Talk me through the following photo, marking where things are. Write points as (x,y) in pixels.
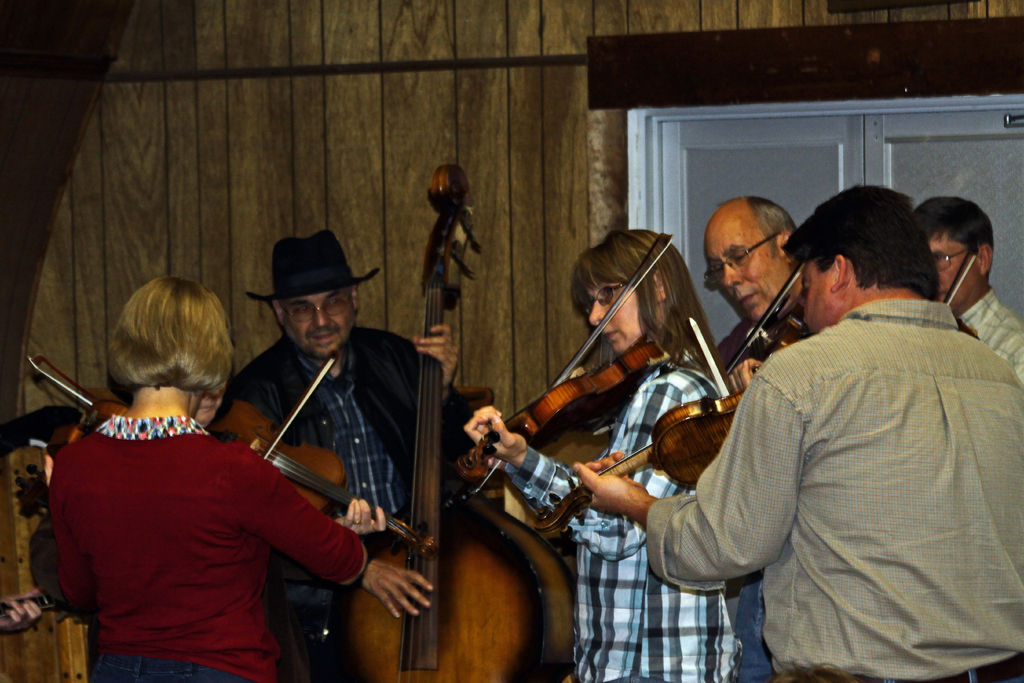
In this image I see 2 women (599,285) and 4 men (323,311) and I can also see that all of them are holding the musical instruments (799,336). In the background (533,290) I see the wall (65,230).
